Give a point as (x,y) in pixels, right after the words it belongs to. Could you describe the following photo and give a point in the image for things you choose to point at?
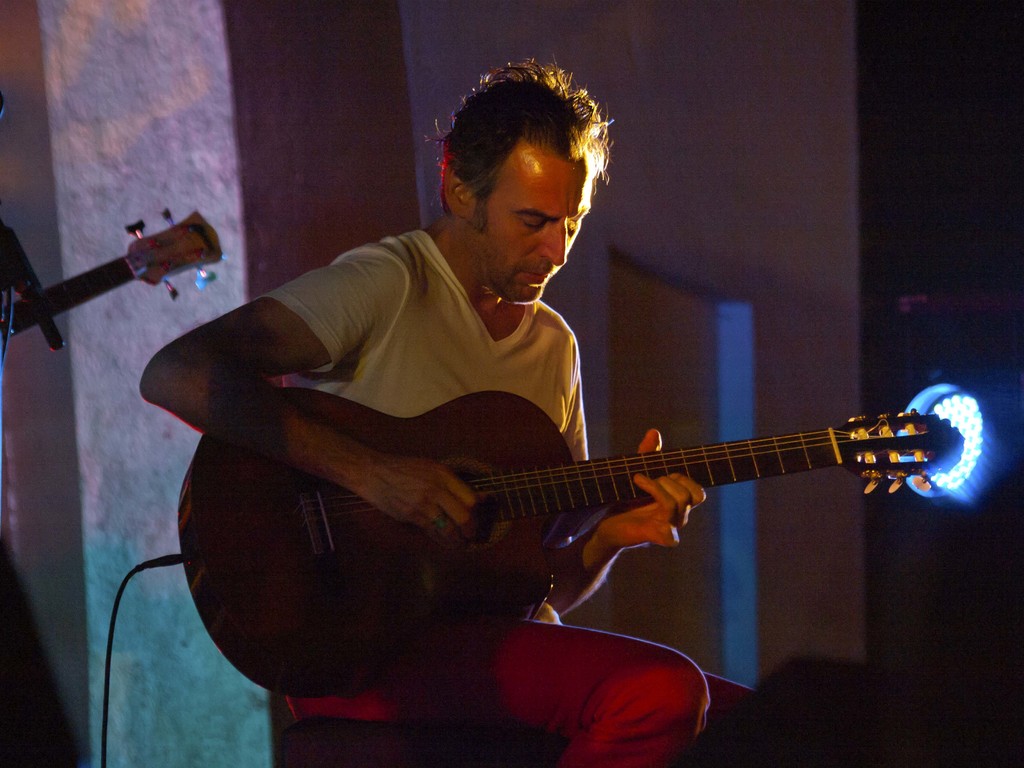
In this picture there is a man (491,287) with white t-shirt (319,289) sitting and playing guitar (355,572). At the right side of the image (952,475) there is a light (980,433).
